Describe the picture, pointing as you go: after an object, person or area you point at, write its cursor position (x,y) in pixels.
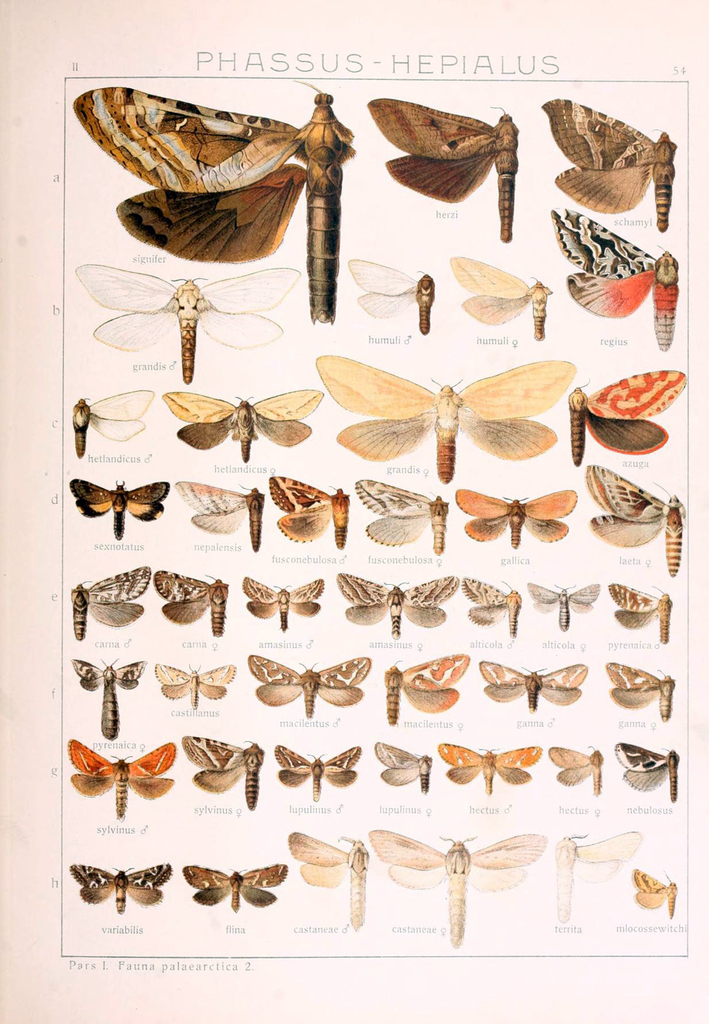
As we can see in the image there is a banner (374,568). On banner (312,529) there is painting (492,867) of few butterflies (357,761) and there is something written.
